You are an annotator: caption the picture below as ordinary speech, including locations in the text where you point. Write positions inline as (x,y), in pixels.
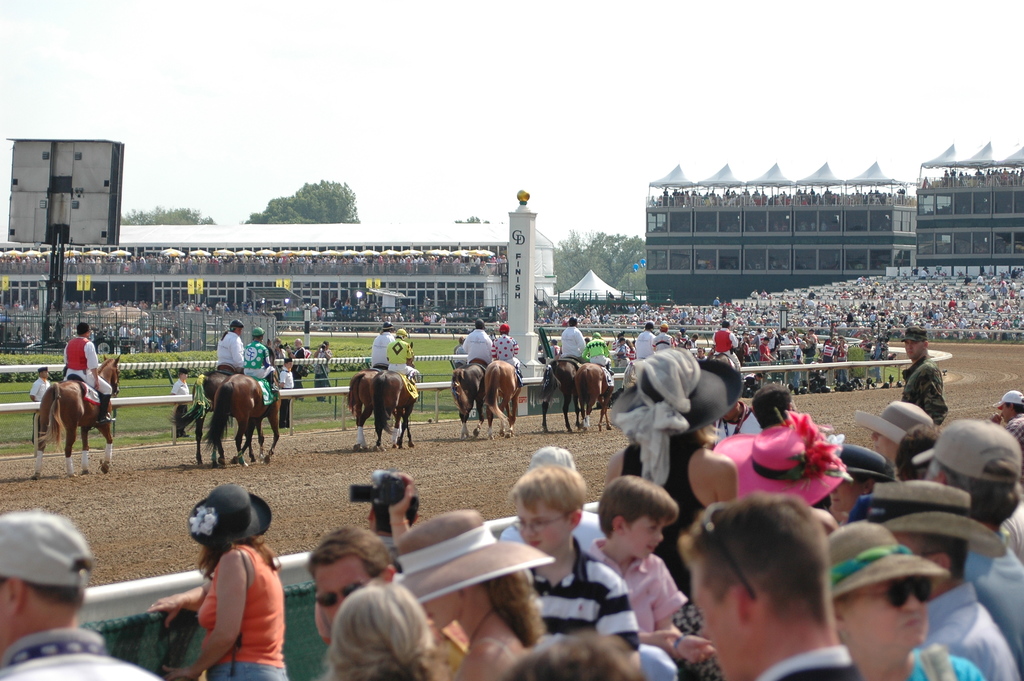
There are group of jockeys (514,360) riding horses (565,364) and there are people (910,340) either side of them.
